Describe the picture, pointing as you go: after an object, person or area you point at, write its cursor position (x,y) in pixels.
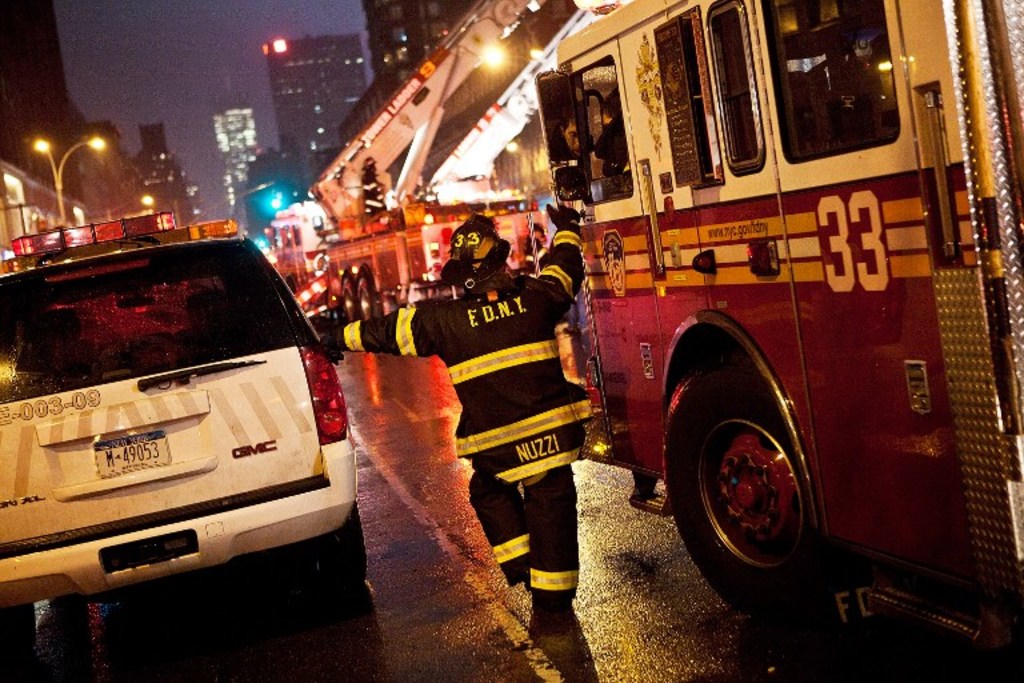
In this image we can see a person (540,396) wearing uniform (521,351) and helmet (479,246) is standing on the ground (584,588), two vehicles (783,450) are parked on the road (692,582). In the background (435,200), we can see a crane (440,77), group of buildings (304,148), lights (272,196) and the sky (164,74).
